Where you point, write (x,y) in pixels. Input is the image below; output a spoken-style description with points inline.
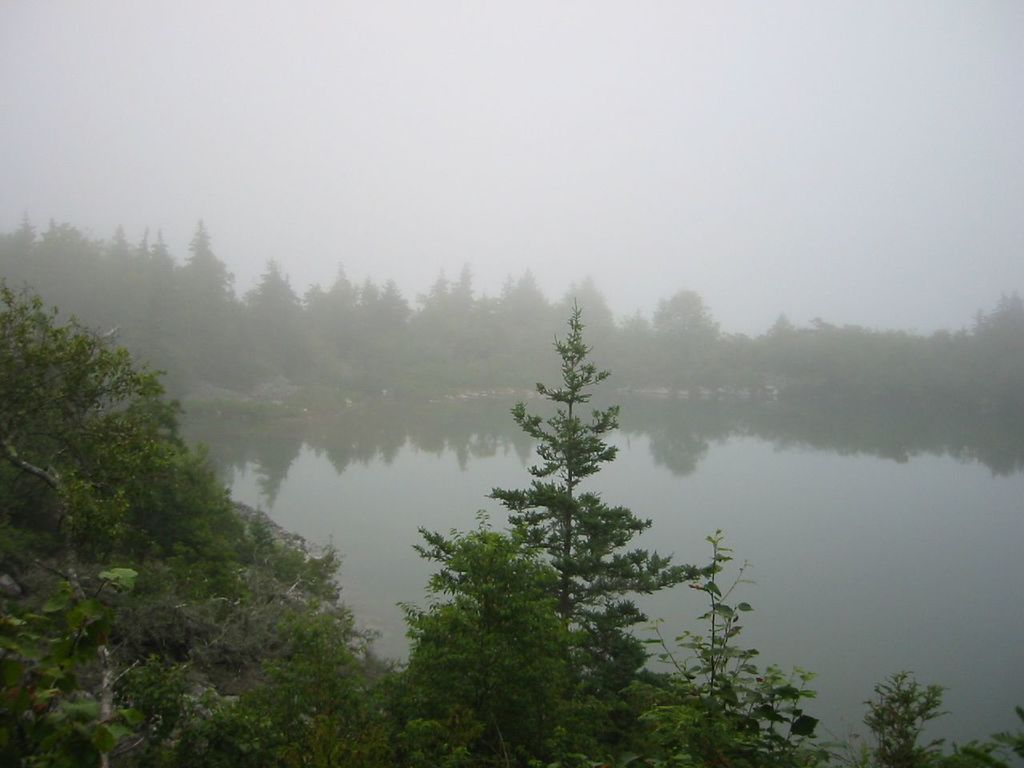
As we can see in the image there are trees (366,325), water (709,497) and sky (482,75).
